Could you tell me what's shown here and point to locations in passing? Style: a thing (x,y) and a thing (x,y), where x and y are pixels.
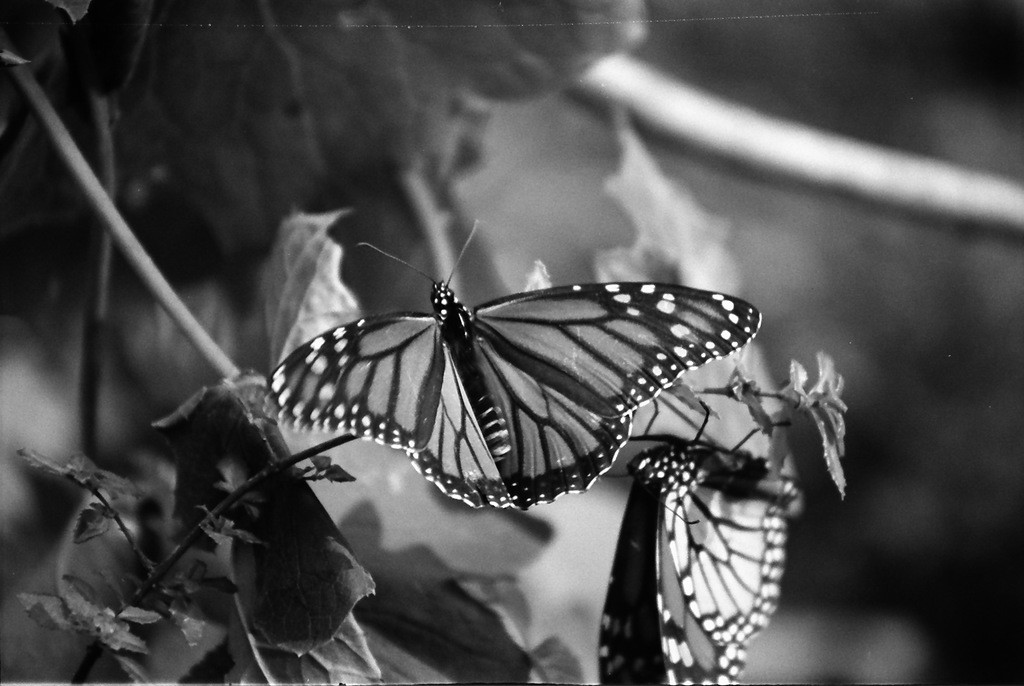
In this image we can see black and white picture of butterflies (763,489) on the stems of a plant (255,535). In the background (162,537), we can see some plants (562,78).
